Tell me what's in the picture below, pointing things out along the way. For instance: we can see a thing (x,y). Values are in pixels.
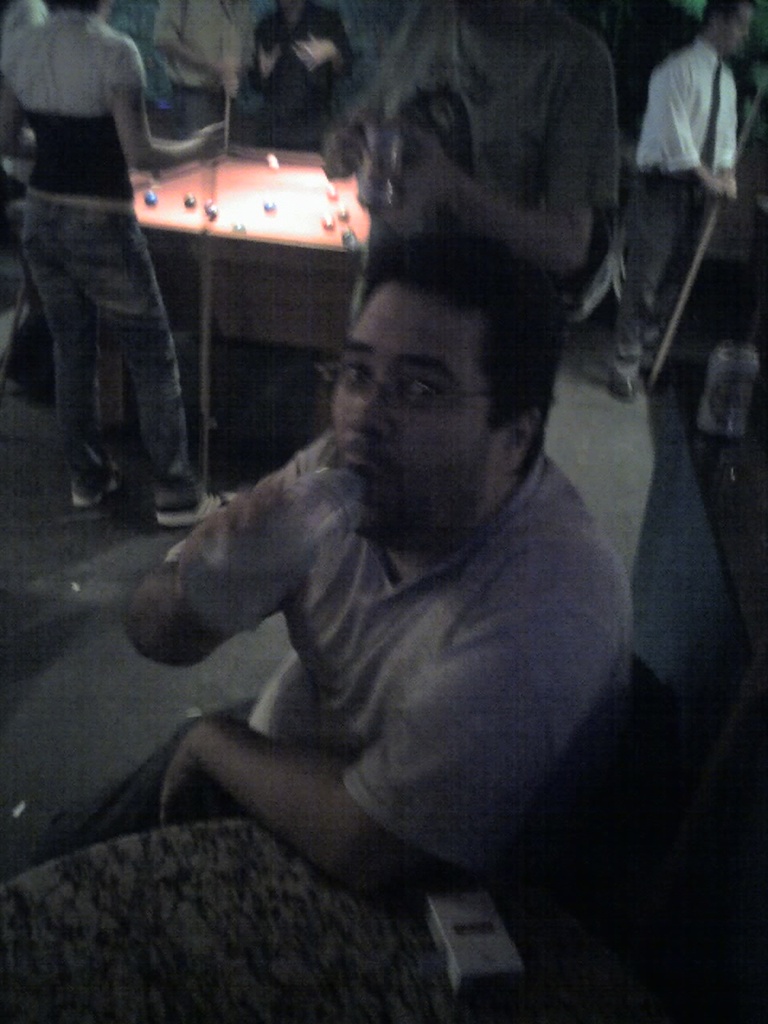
As we can see in the image, there is a billiard board (273,221) and few people (33,23) standing over here.
